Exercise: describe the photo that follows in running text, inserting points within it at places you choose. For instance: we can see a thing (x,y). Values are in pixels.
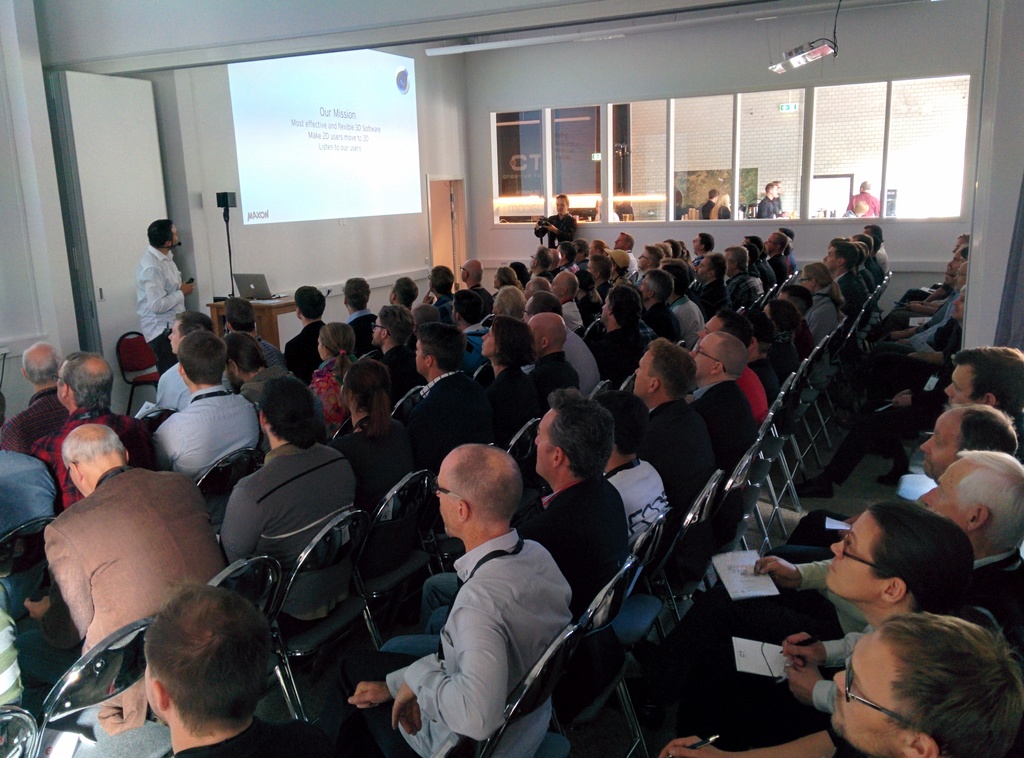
In this picture there are people (529,300) those who are sitting in series on the chairs (393,411) in the center of the image (485,337) and there is a man (170,268) on the left side of the image (146,265), there is a desk (267,307) in front of him, on which there is a laptop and there are windows (812,168) in the image and there is a projector screen (393,113) in the image.
